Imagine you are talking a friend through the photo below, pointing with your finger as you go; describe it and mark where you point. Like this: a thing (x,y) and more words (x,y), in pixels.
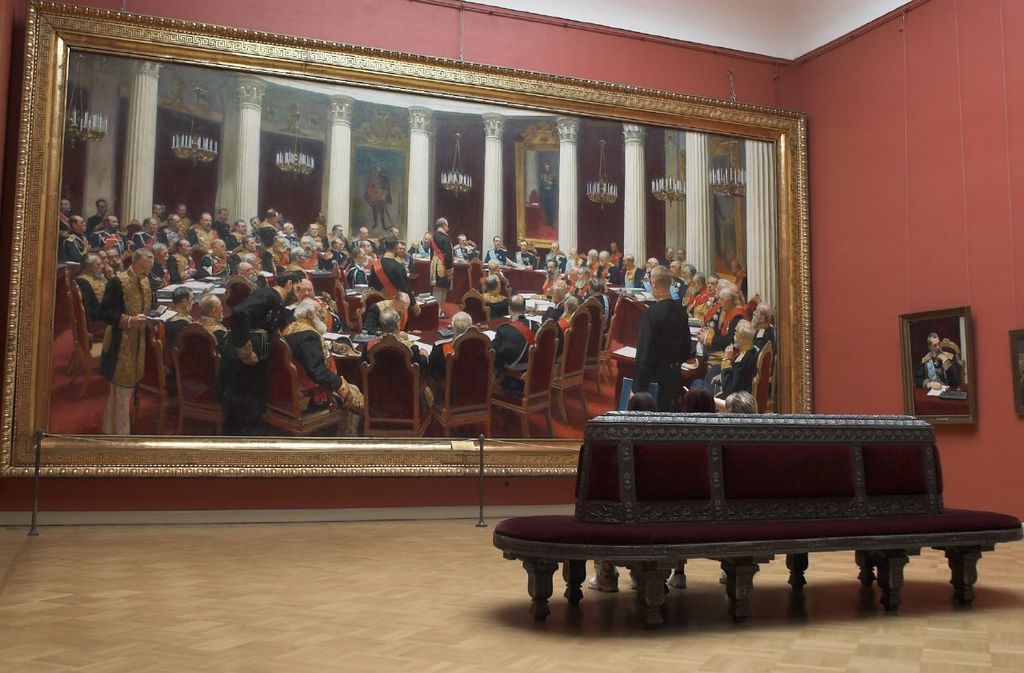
At the bottom (703,530) we can see a couch (789,554) on the floor (944,592) and there are frames (955,369) on the wall (894,402) and a fence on the floor (841,643). There is a big photo frame (378,255) on the wall (286,29) where in the photo (529,430) we can see few persons (222,246) are sitting on the chairs (469,344) and the papers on the table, few persons (263,380) are standing, frames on the wall (99,168) and candles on a stand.
